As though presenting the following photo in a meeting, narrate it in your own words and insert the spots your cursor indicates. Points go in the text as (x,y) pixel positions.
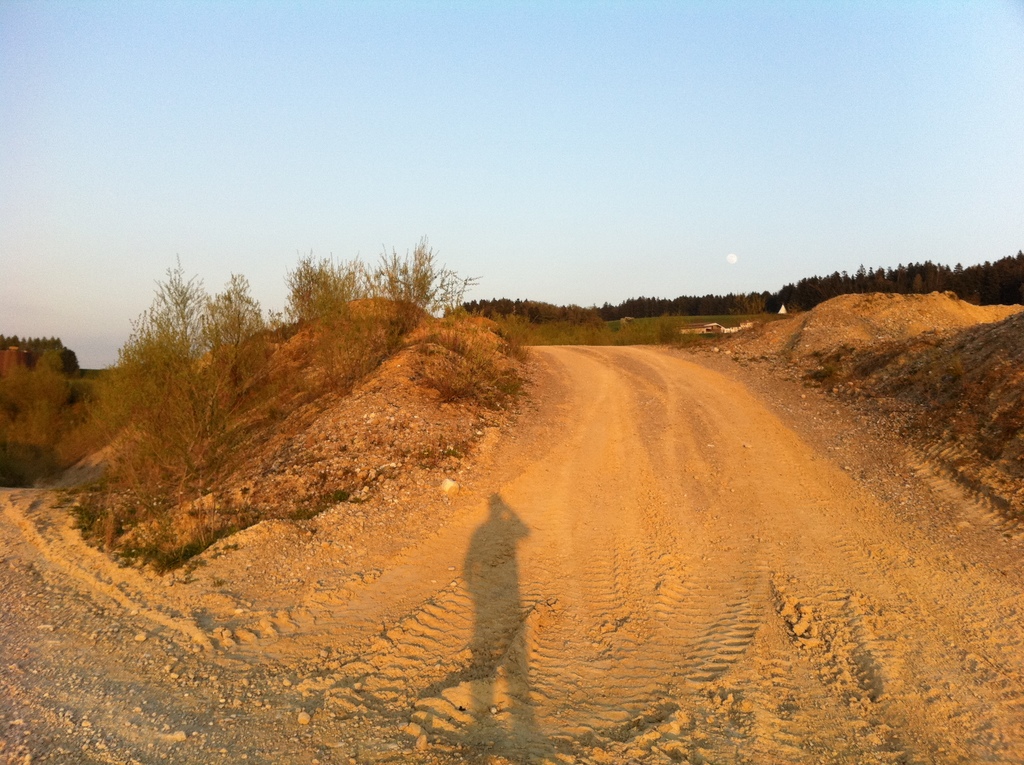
In this picture there is a muddy floor path (619,416) in the image, there is a shadow (489,592) on it and there are trees (526,312) in the background area of the image (810,280).
